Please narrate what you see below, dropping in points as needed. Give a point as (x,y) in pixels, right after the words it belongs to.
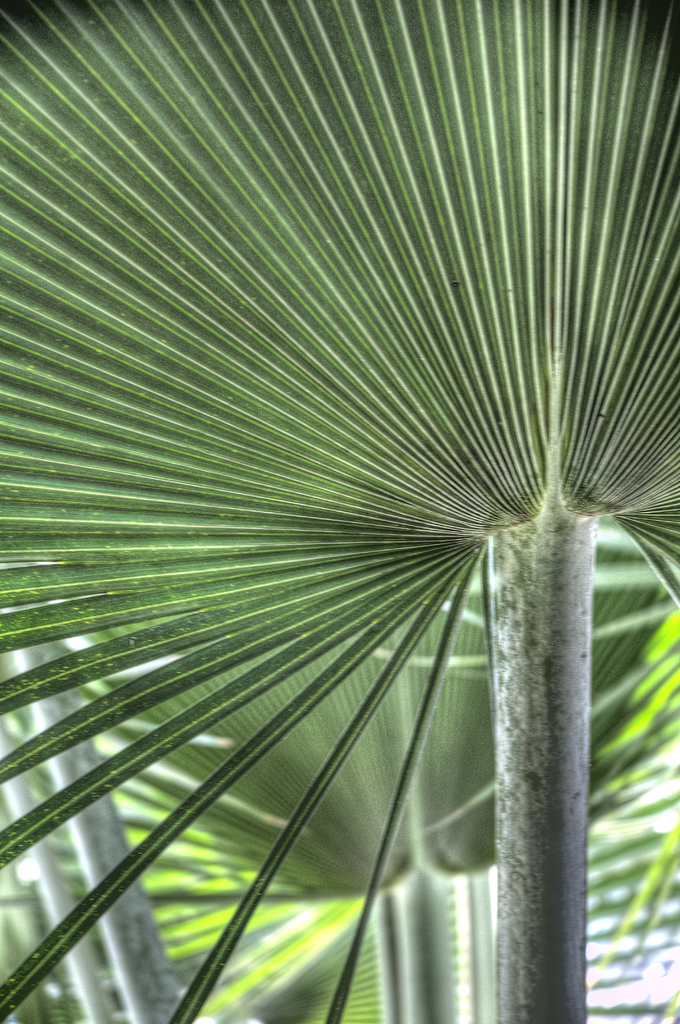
In this picture I can see number of leaves (283,767).
